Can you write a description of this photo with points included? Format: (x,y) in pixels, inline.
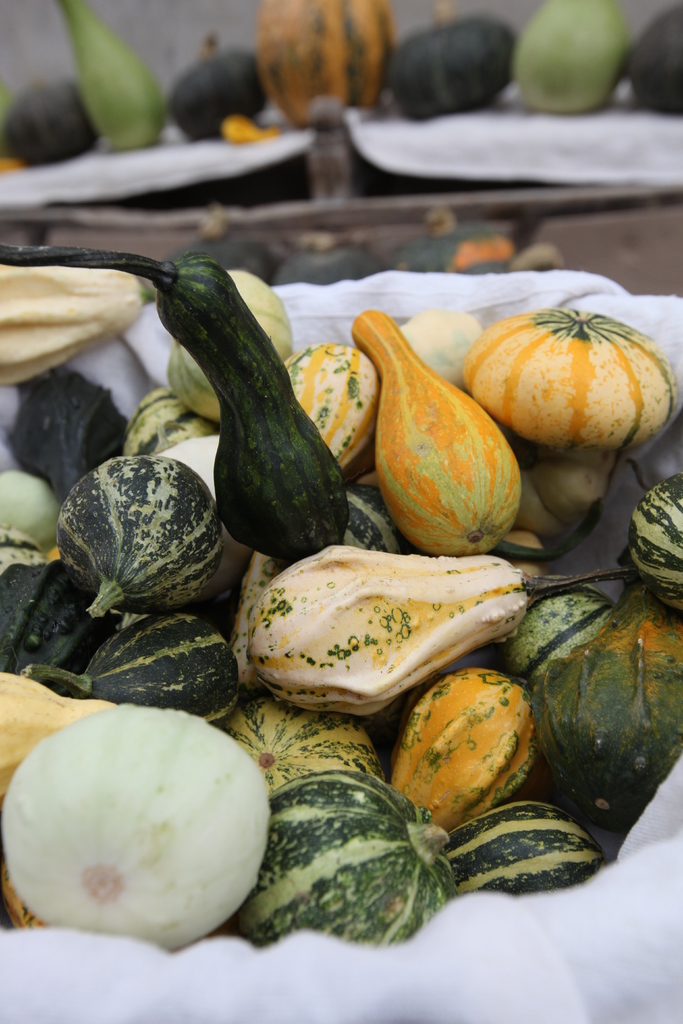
In this picture there is a basket of gourds (166,465) in the center of the image (299,510) and there are gourds (188,94) at the top side of the image (587,52).
